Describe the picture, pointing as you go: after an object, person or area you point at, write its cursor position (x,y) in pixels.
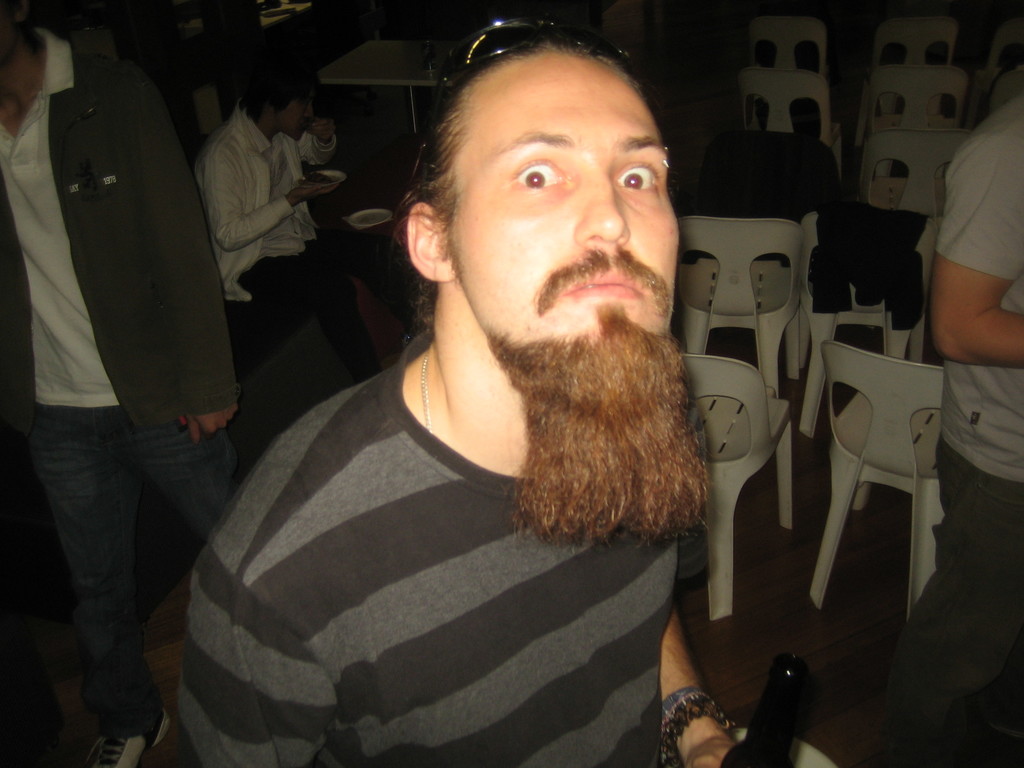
In this picture I can see a man (534,395) is standing. The man (552,296) is wearing a t shirt (444,573). In the background (285,263), I can see people (304,278) among them a person (322,264) is sitting. On the right side (818,398), I can see white color chairs (773,365).
